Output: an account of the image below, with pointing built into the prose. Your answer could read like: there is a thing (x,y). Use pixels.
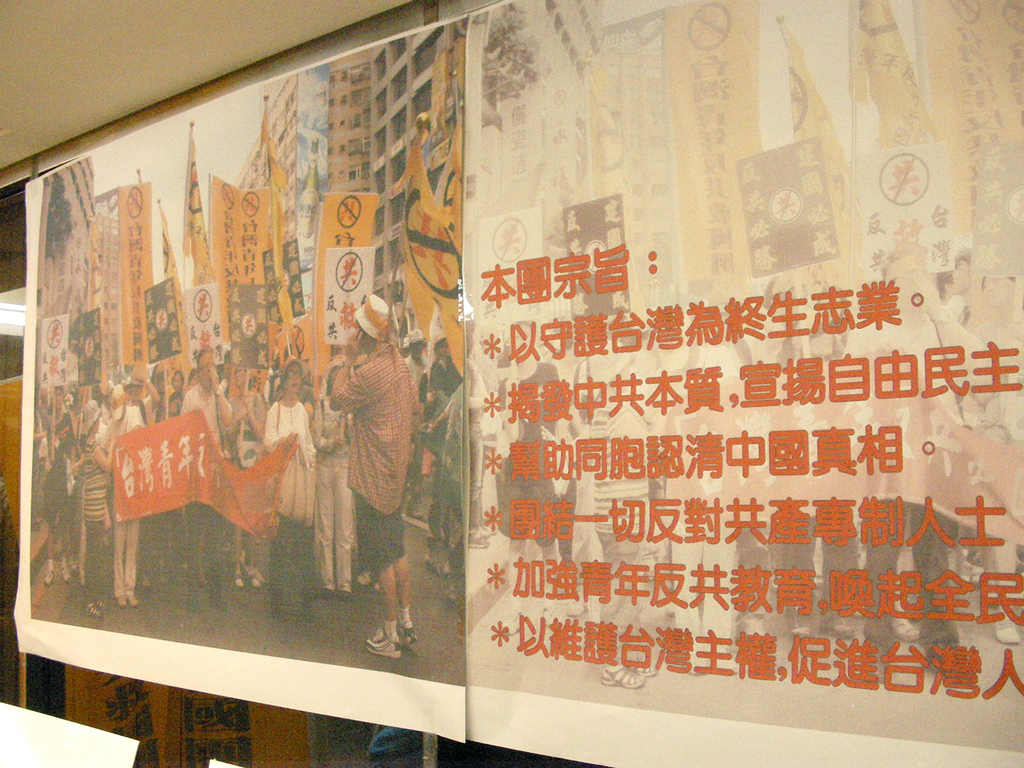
In this picture, we see the banners (492,482) of the posters (323,501) containing the image of the people (206,376) who are standing on the road (266,593). Most of them are holding the flags (140,358) and the boards (123,299) in yellow color. We see some text (231,261) written on it. In front of the image, we see the people (100,504) are holding a red color sheet (199,487) with some text (190,467) written. Behind them, there are many buildings (384,253). On the right side (799,307), we see some text (745,640) written in different language. At the bottom (212,739), we see an object (243,706) or a board (189,714) in yellow color. At the top (111,111), we see the roof (111,108) of the building (187,101).
